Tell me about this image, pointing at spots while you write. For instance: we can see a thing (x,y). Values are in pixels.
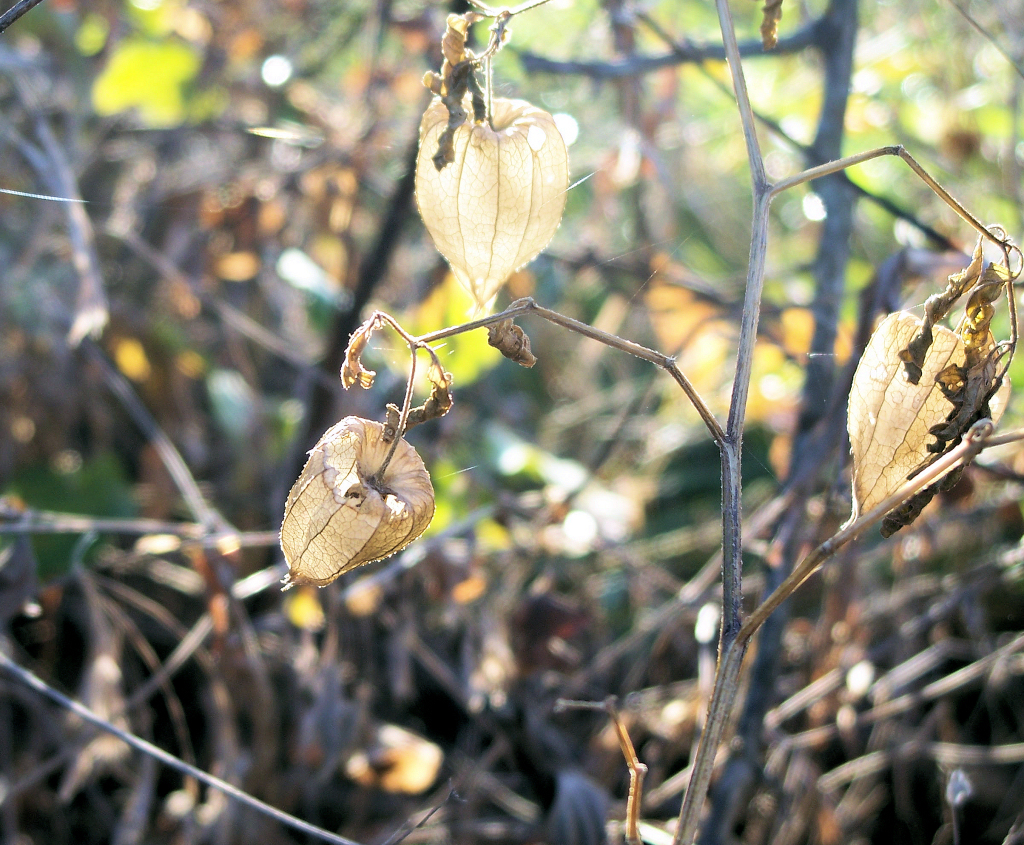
In this picture, there are dried plants (435,399) and leaves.
